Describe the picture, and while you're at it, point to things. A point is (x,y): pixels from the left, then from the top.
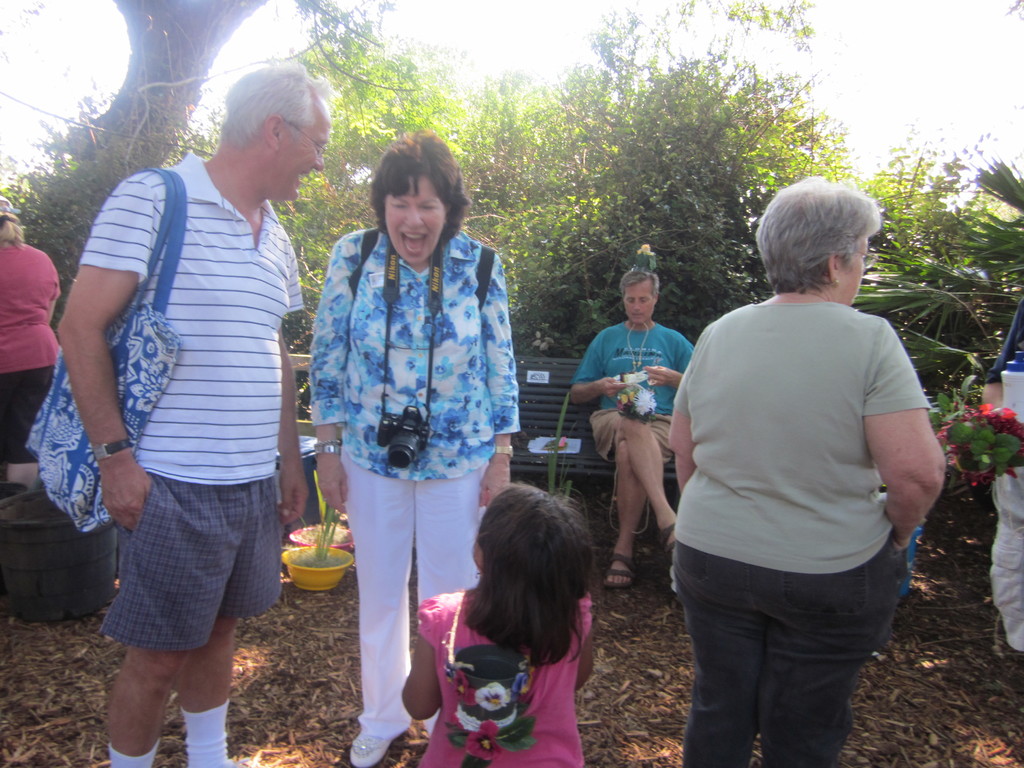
In this image I can see people (642,492) where one is sitting on a bench (534,382) and rest all are standing. I can see few of them are carrying bags (150,396) and here I can see a camera (393,424). I can also see number of trees (939,324) and few plants (325,523) in pots (339,551).
